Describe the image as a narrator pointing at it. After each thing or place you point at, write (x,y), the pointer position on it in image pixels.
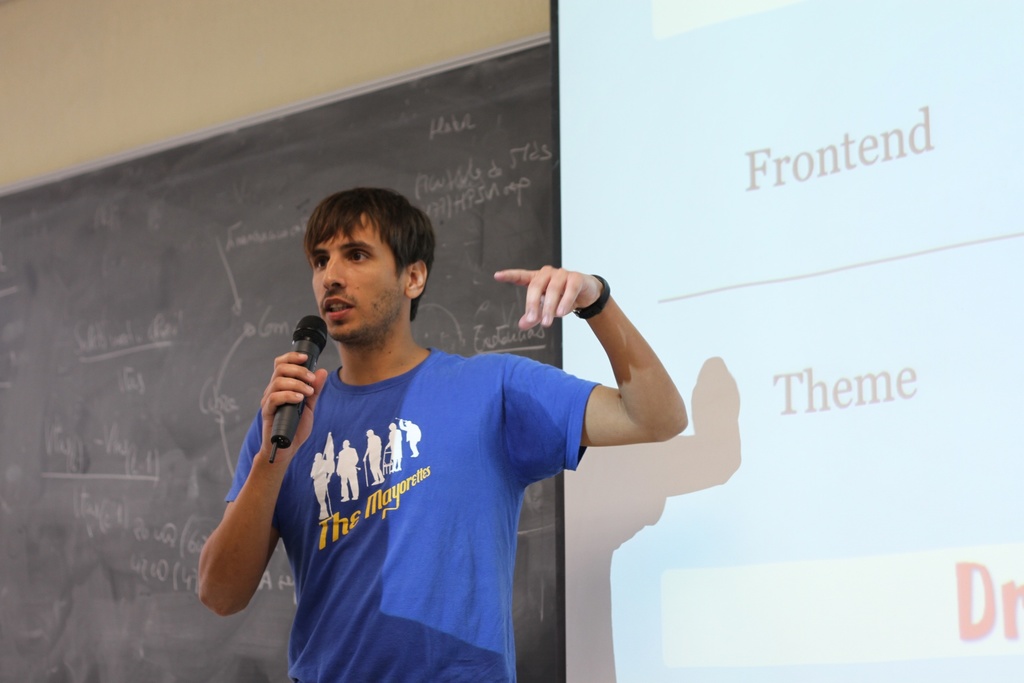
In the foreground of the image (498,486) we can see a person (438,414) holding a microphone (296,408) in his hand (312,384). In the background (143,567), we can see a board (489,291) with some text (143,542) and a screen (979,309).
